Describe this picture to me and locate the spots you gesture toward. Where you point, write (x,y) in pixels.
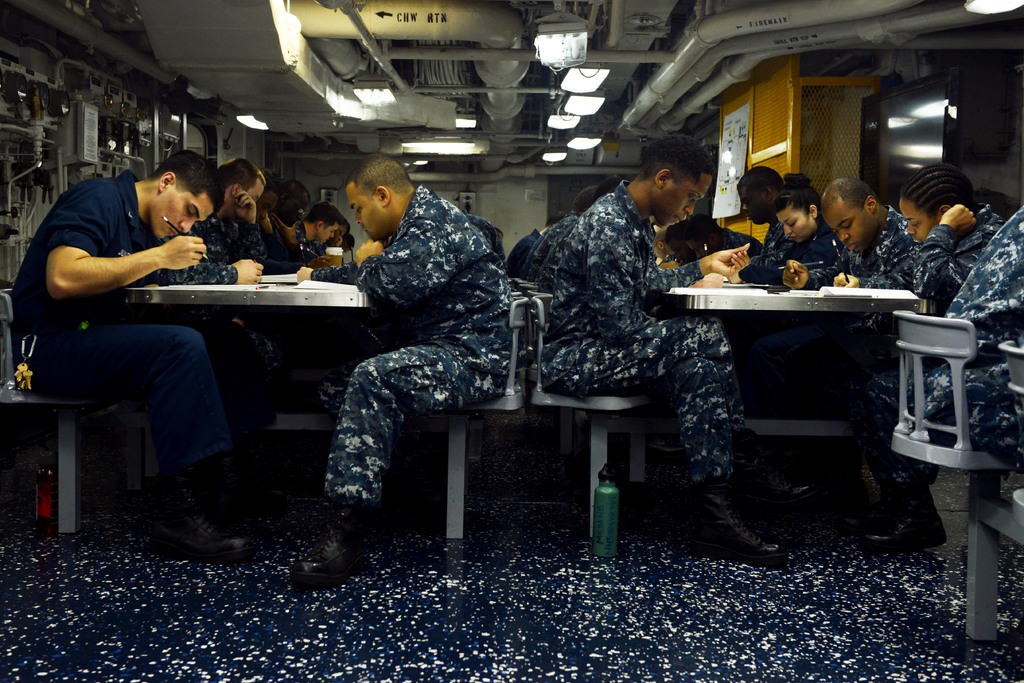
In this picture there are group of people (364,280) sitting on the chair (521,297). There is a pencil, book (831,290), cup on the table (284,293). There are some lights (567,123), pipes (689,75). There is a poster (729,156).
